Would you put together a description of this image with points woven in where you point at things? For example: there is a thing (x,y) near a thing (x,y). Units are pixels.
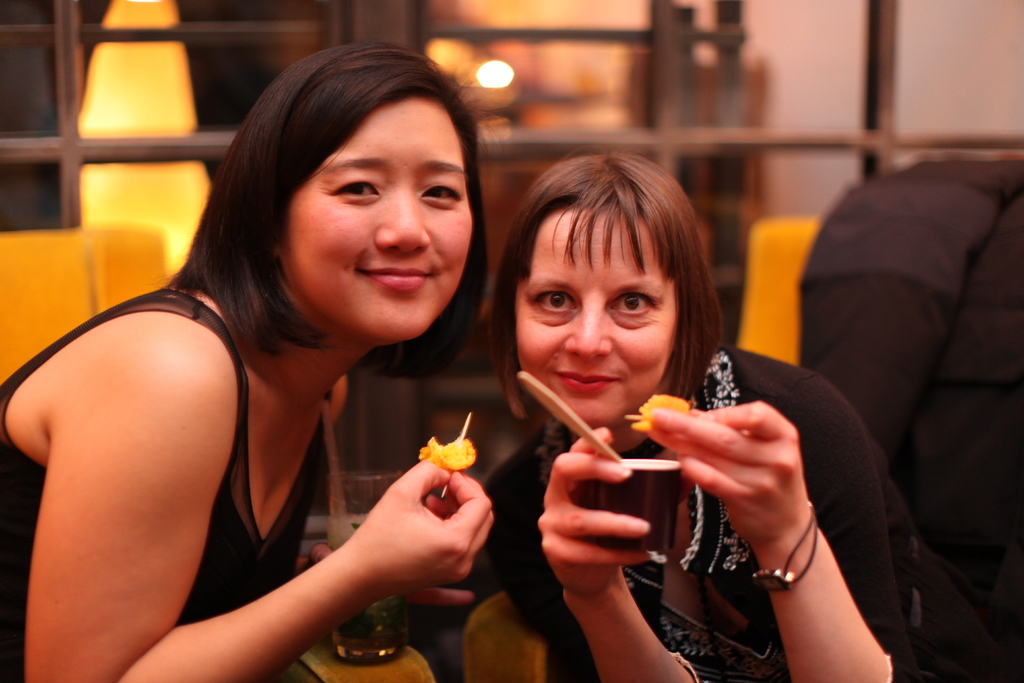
In this image I can see two women (312,298) sitting and posing for the picture I can see a woman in the right hand side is holding a cup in one hand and food item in the other hand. The woman (346,570) on the left hand side (324,289) is holding food item (425,458) with a toothpick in the right hand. The background (95,177) is blurred.
